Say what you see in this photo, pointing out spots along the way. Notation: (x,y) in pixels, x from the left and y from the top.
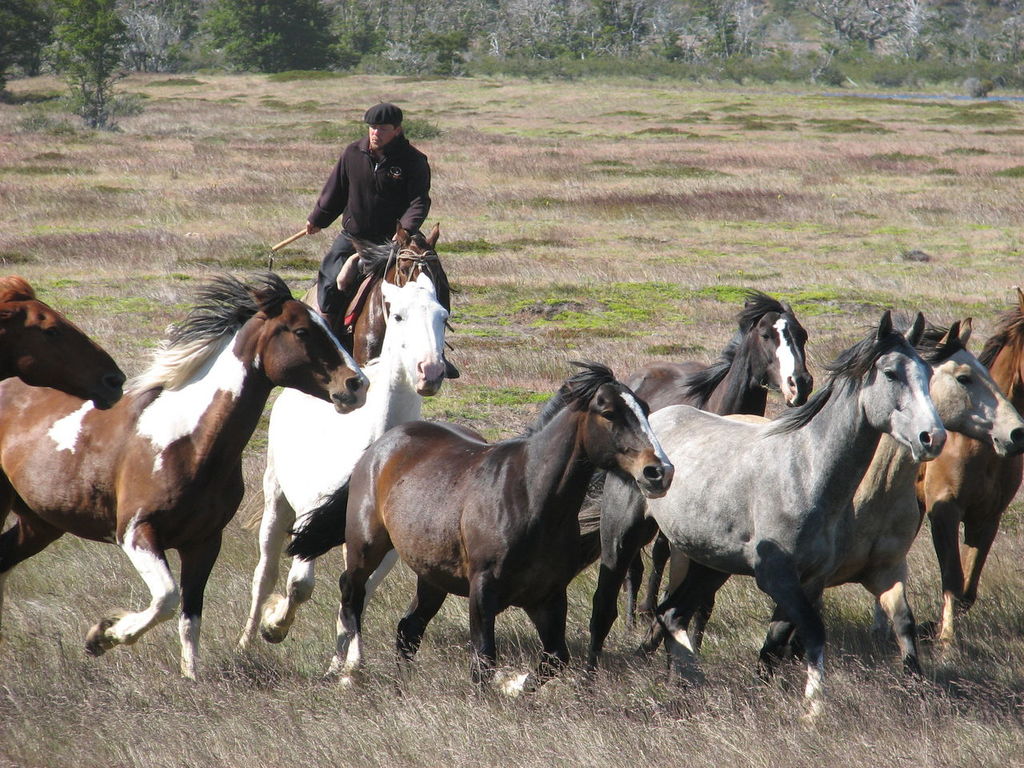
In the center of the image (432,272) we can see one person (377,196) is riding a horse (401,263). And he is wearing a jacket (384,213) and a cap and we can see he is holding some object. In front of him, we can see a few horses (572,532). In the background (79,102), we can see trees (732,39), plants (987,39) and grass (757,289).
